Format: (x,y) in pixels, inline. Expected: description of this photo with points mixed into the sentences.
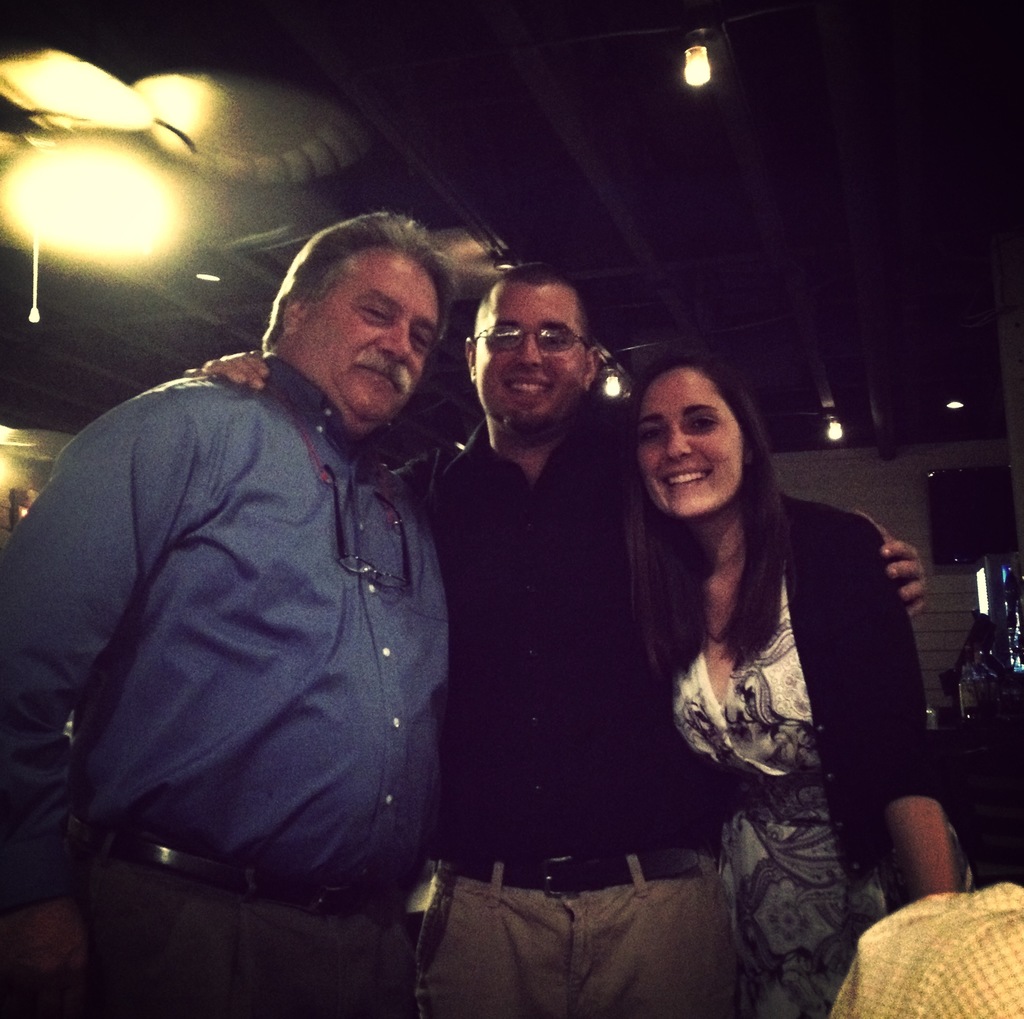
In this image, we can see people (534,365) standing and smiling and are wearing glasses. In the background (967,700), there are lights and we can see some objects (973,720). At the top (660,147), there is roof (917,369) and there is a wall (874,488). At the bottom (899,945), we can see a cloth (923,959).
